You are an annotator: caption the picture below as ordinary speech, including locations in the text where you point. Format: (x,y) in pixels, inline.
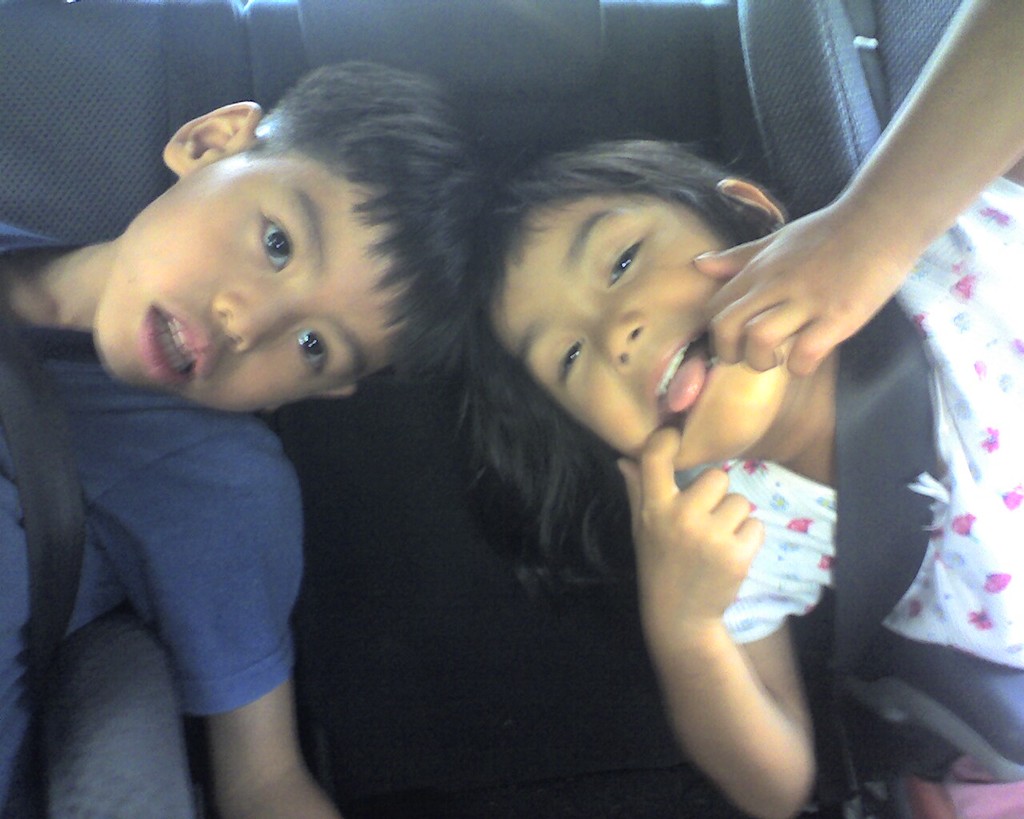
In this image I can see a boy (195,441) wearing blue t shirt (199,498) and a girl (833,470) wearing white and pink colored dress (985,313) are sitting on chairs (630,98). I can see the black colored chairs (551,43) inside the vehicle (559,57).
